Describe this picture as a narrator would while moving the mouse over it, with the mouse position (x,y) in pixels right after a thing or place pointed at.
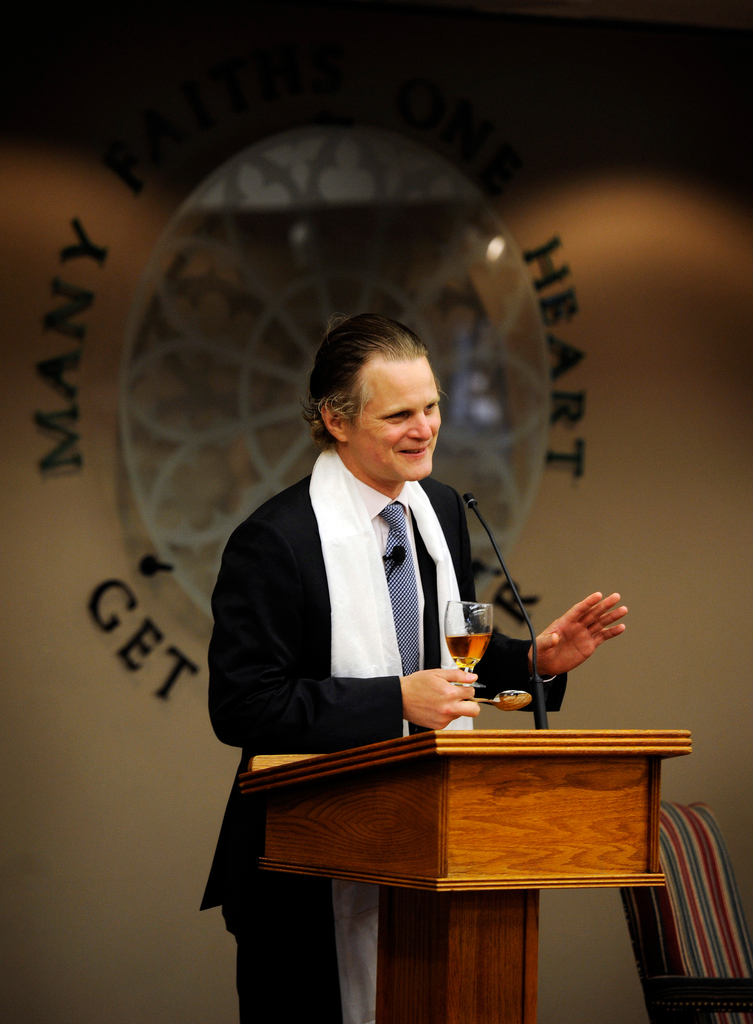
A man (318,500) is speaking at a podium (532,833) holding a wine glass (464,669) and spoon (475,698) in his right hand (424,699).
